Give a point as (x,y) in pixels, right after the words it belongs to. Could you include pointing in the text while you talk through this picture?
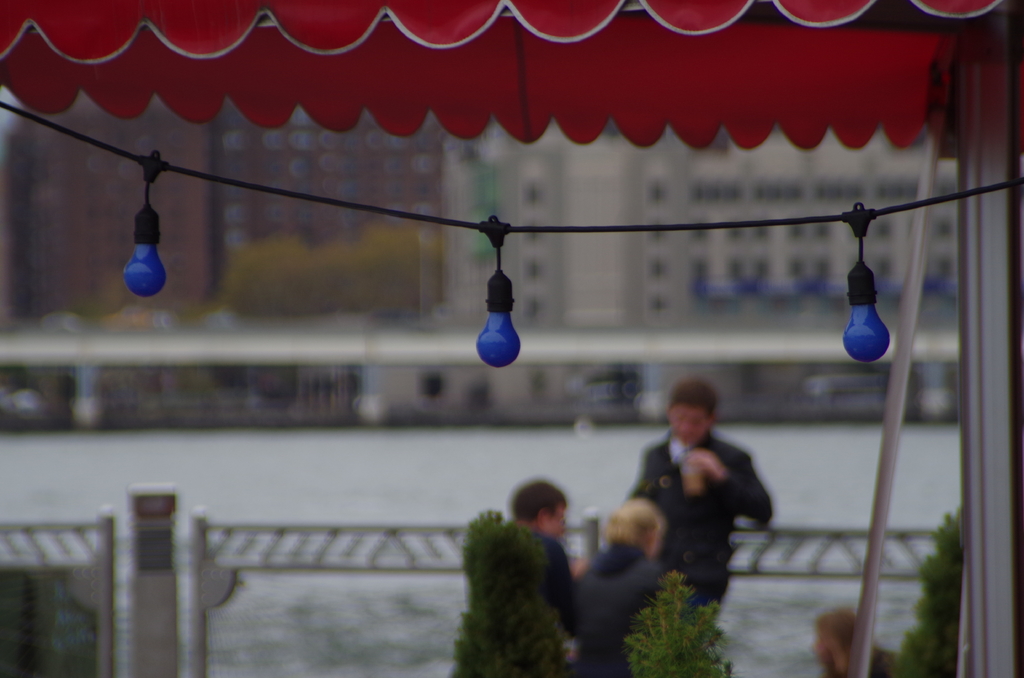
Here we can see four persons (627,524). There are plants (954,552), pole (959,296), and bulbs (155,276). This is a river (779,461). In the background (186,161) there are buildings (535,254).
